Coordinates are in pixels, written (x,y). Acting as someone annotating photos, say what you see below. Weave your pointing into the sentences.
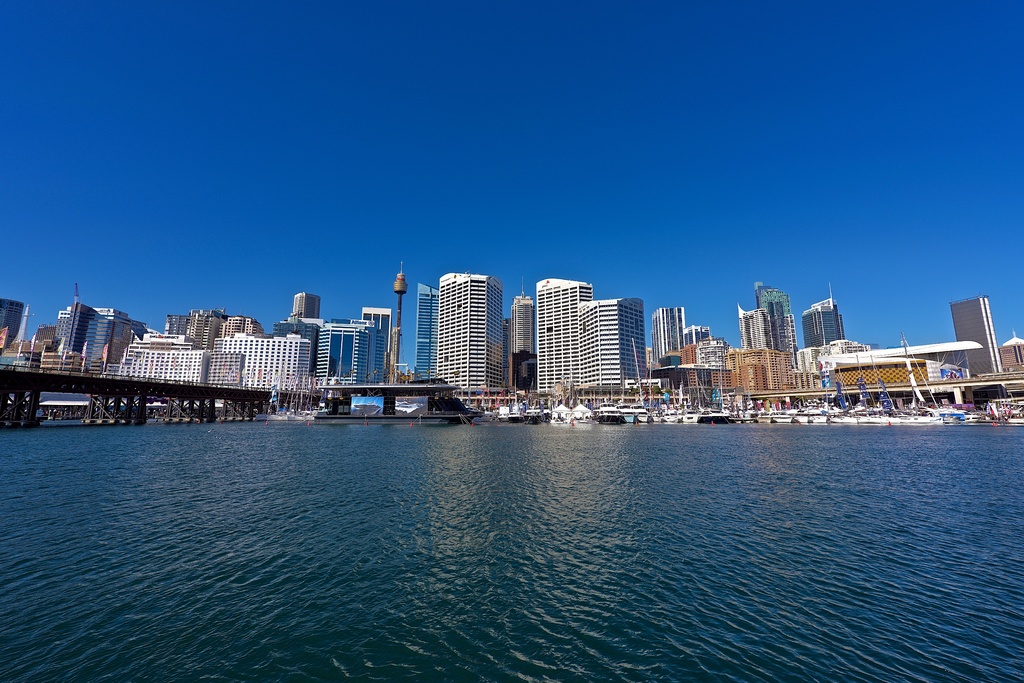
In this image I can see the water (377,542), a bridge (173,413) and few boats (665,417) which are white in color on the surface (577,437) of the water (713,435). In the background (602,375) I can see few buildings (468,342) and the sky (528,171).
